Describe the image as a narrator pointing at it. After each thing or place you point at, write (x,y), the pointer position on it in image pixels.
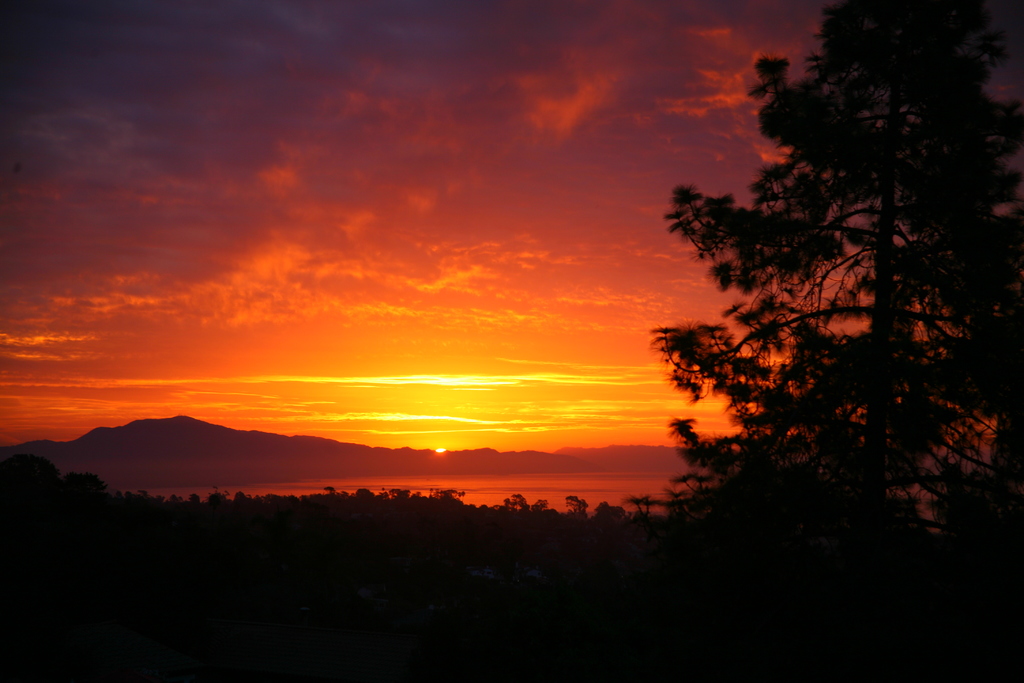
In this image we can see there are some trees (545,510), water (321,486) and mountains (228,432), in the background (398,295), we can see the sunlight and the sky (387,275) with clouds (402,268).
